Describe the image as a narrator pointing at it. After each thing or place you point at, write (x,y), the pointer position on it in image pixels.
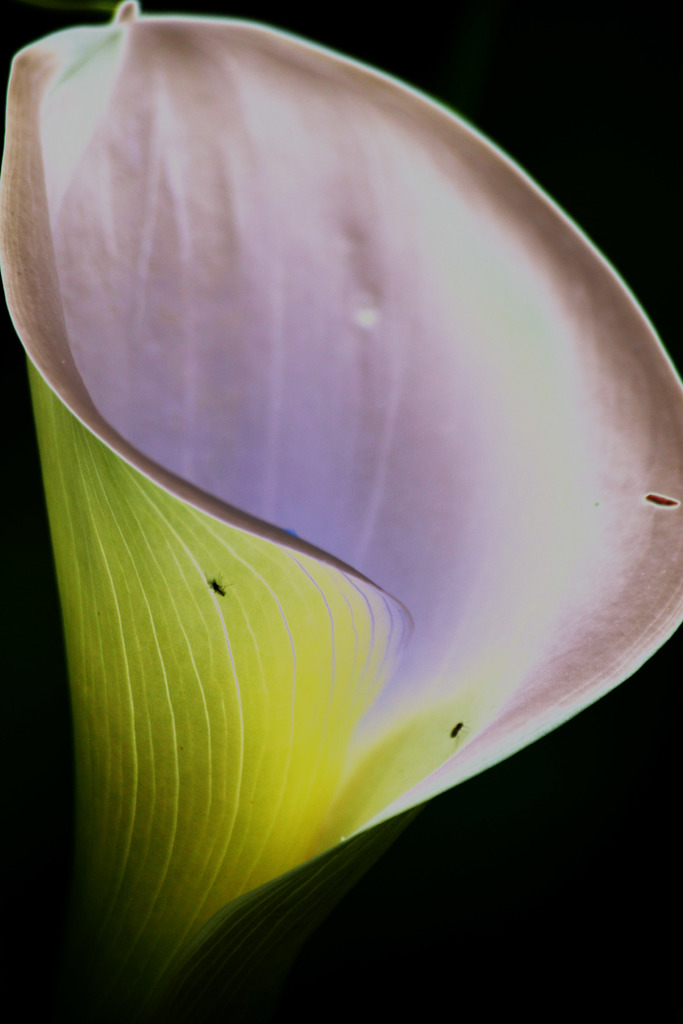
In this image there is a flower (242,601) having few insects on it. Background (565,21) is in black color.
